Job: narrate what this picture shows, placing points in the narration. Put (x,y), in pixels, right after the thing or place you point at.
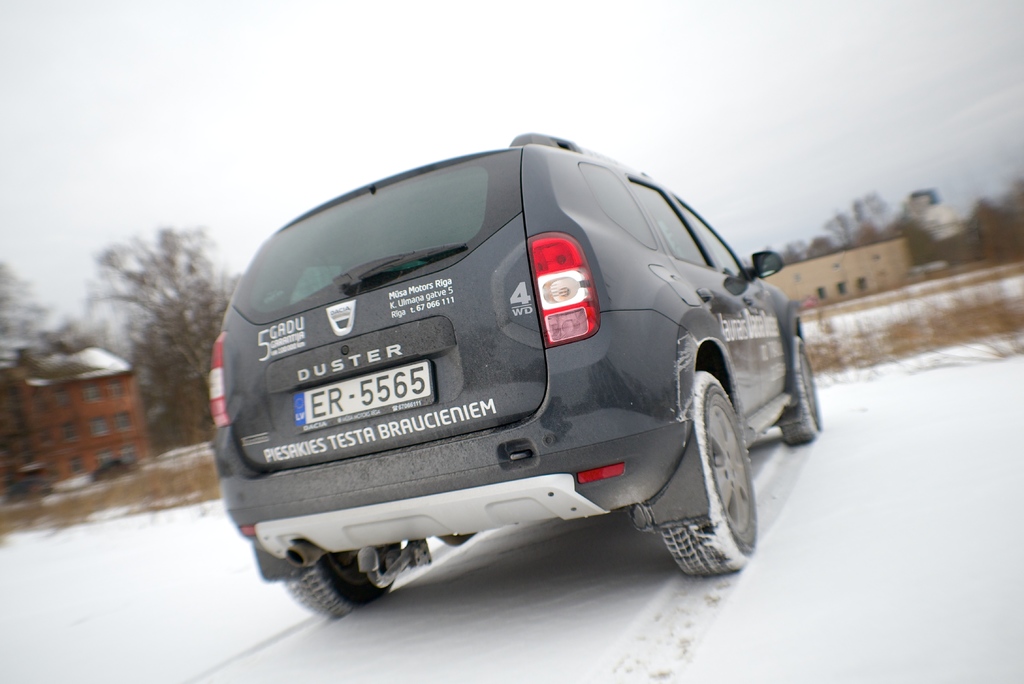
In this image I can see a vehicle (395,334), few buildings (85,409), windows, dry trees (201,351), dry grass (205,486) and the snow (207,448). The sky (634,108) is in white color.
